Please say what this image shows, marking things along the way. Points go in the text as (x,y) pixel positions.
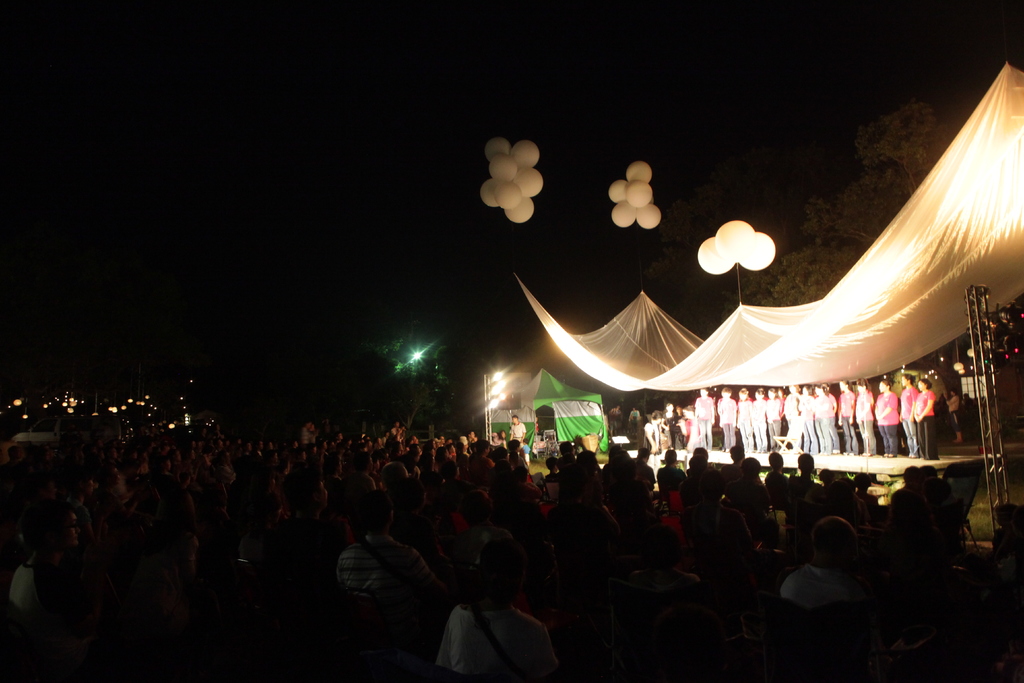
This is an image clicked in the dark. On the right side (906,404) I can see few people (822,393) are standing on the stage (872,463). At the top of them I can see a tent (800,345). On the left side (173,500) a crowd of people (167,495) sitting in the dark and looking at the people (811,431) who are on the stage (836,469). At the top (635,201) I can see few balloons (620,203).
